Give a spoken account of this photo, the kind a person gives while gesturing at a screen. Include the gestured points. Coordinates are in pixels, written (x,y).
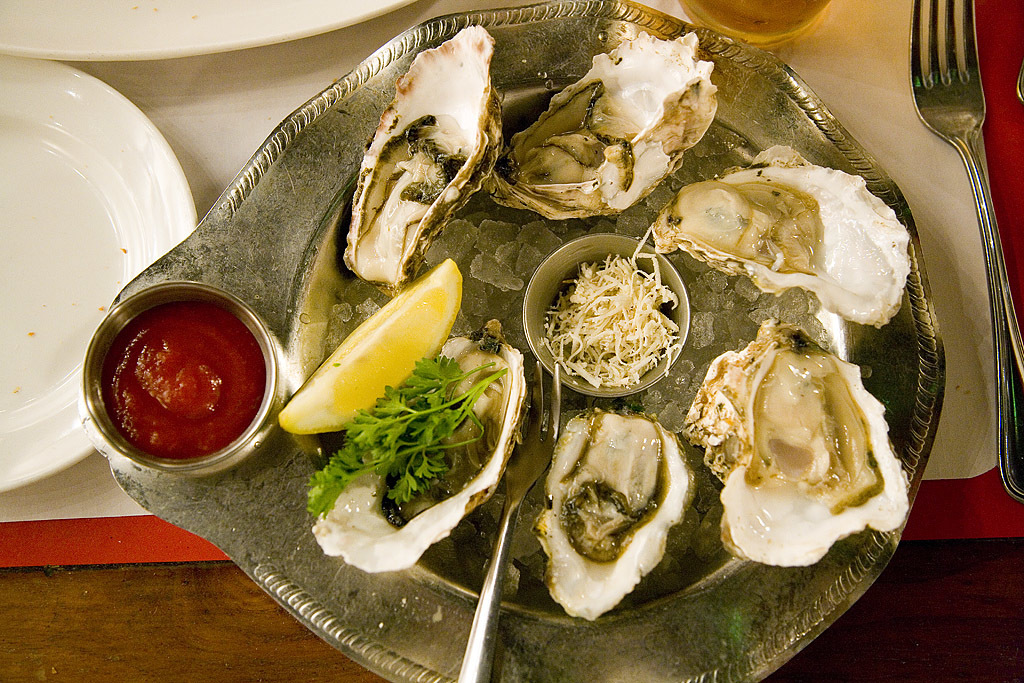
In this picture I can see oysters (482,137), there are crushed ice pieces (473,292), there is a slice of a lemon (362,365), there are leaves (421,365), fork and there are food items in the bowls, on the plate (564,33), and in the background (93,31) there is an another fork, plates (106,29) and some other objects (1011,42) on the table (954,156).
